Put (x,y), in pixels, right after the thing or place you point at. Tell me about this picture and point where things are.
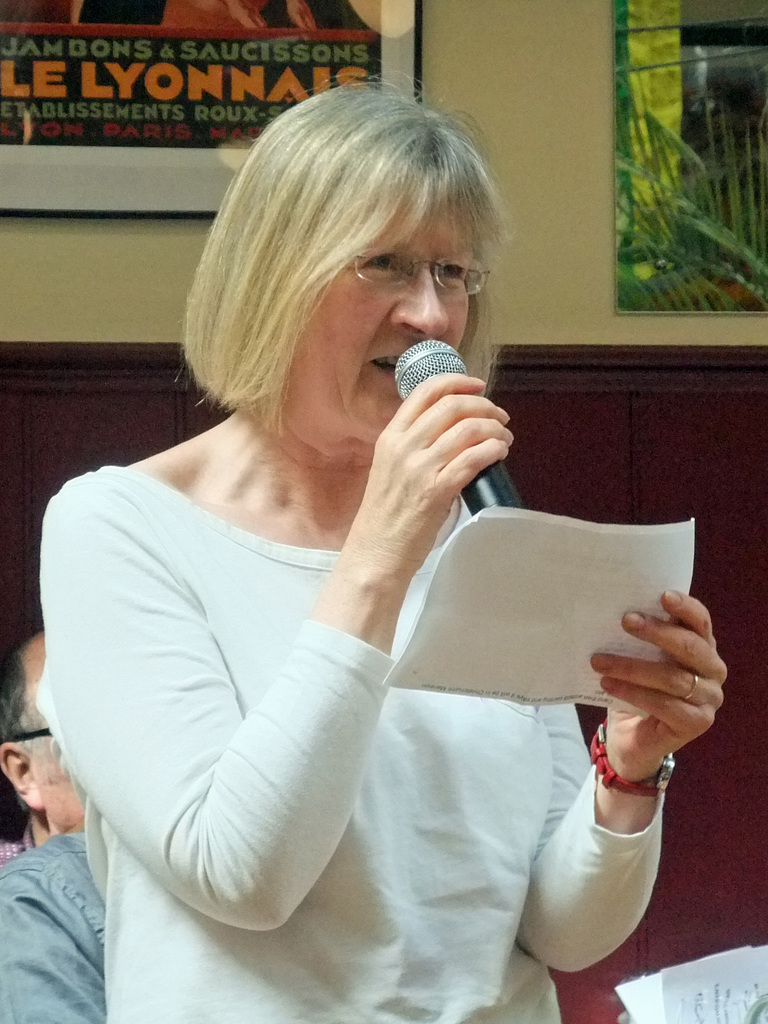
In this image I can see a woman (321,707) wearing white colored dress (328,702) is standing and holding a microphone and a paper (543,605) in her hand (425,424). In the background (15,809) I can see the wall (82,305), a frame (127,139) attached to the wall (68,219) and few trees (661,208).
